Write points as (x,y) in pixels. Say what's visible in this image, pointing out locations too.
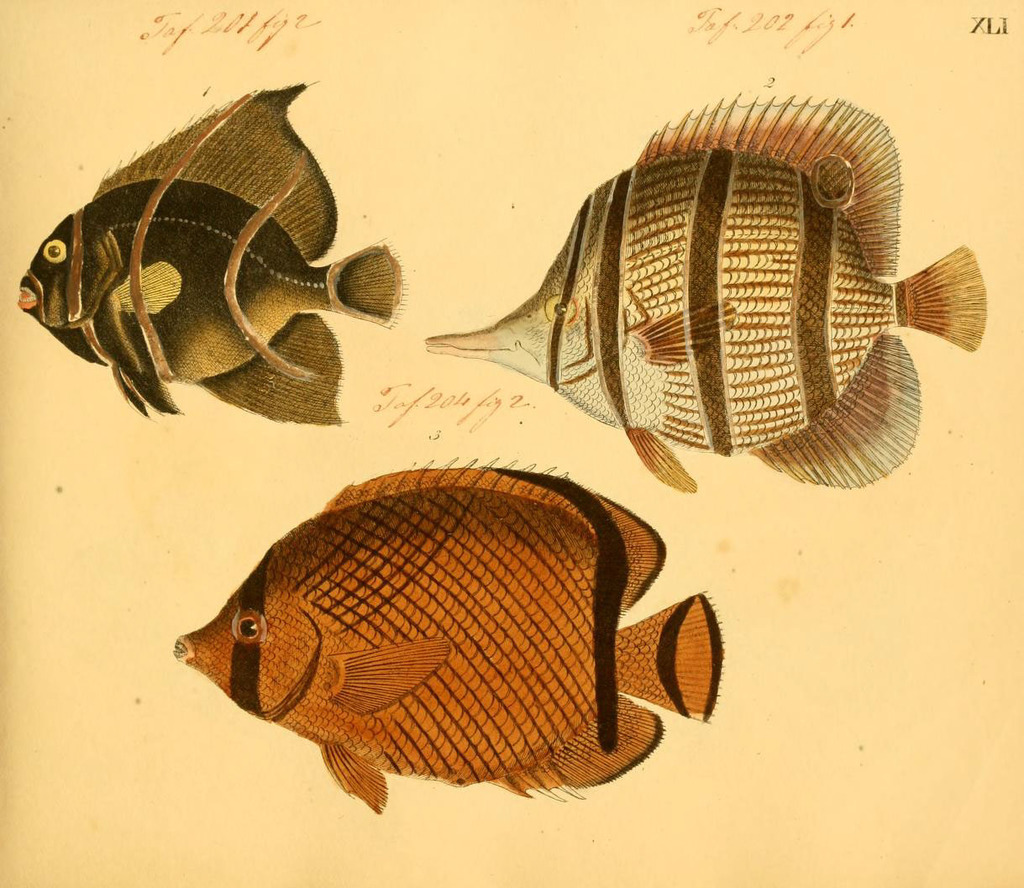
In this image we can three different fishes pictures (511,629).
